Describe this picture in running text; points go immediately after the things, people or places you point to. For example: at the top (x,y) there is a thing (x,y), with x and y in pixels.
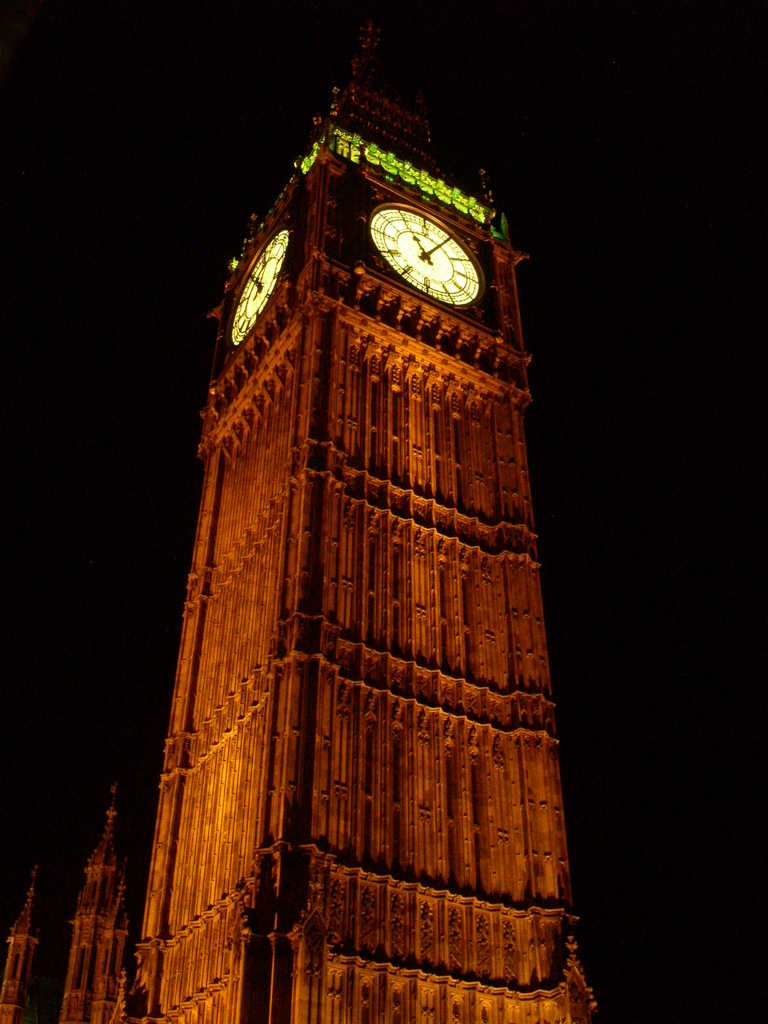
In this image we can see a group of buildings (293,805). In the foreground (381,541) we can see a tower (401,310) with clocks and in the background (564,544) we can see the sky (647,509).
